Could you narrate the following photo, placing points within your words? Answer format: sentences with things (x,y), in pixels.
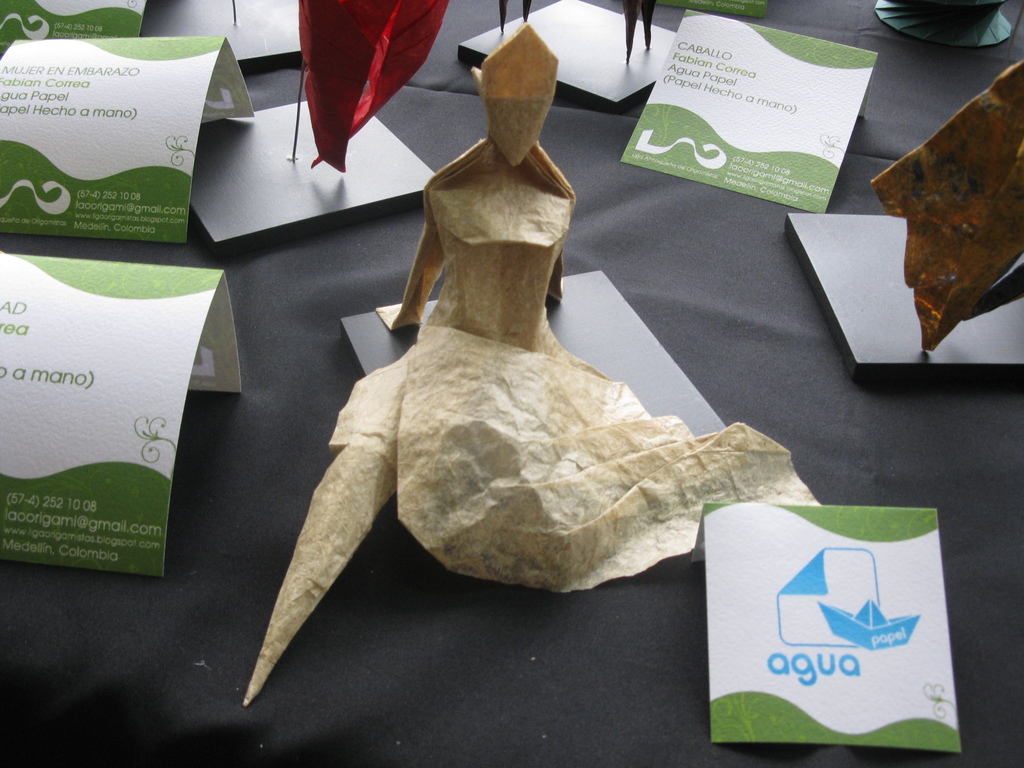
In this image I can see few papers (231,346) and also the paper arts (459,296). These are on the grey color sheet (463,659).
